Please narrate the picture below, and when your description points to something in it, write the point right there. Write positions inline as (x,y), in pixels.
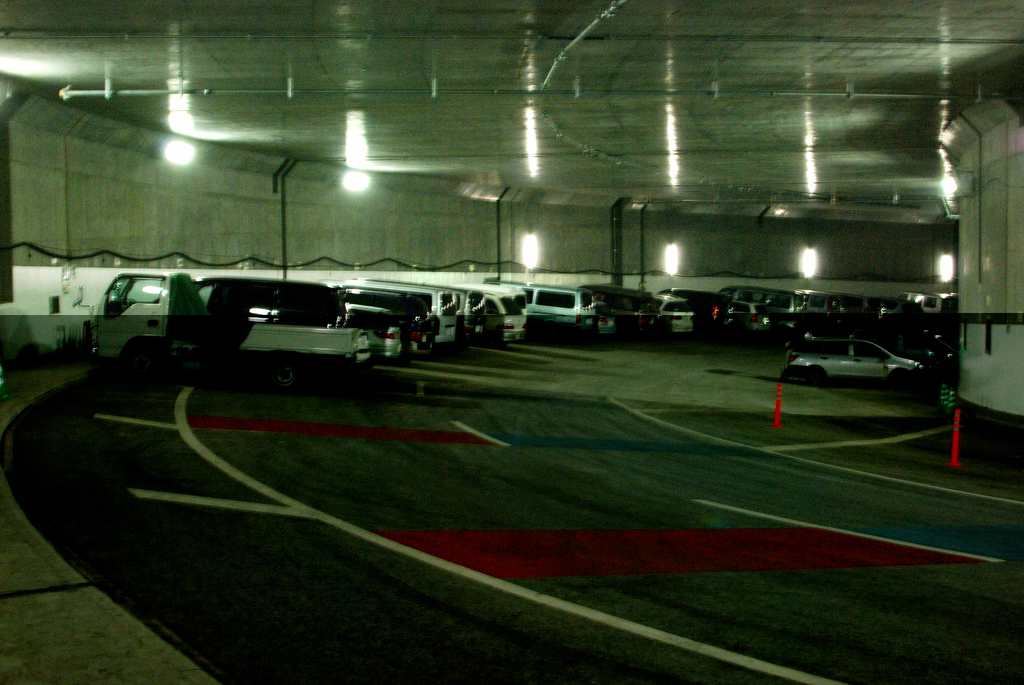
In the center of the image (364,308), we can see vehicles (495,318) on the road (726,504) and there are traffic cones (778,417) and in the background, we can see rods (618,247). At the top (421,59), there are lights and we can see a roof (774,122) and on the right (994,223), there is a pillar (990,251).
